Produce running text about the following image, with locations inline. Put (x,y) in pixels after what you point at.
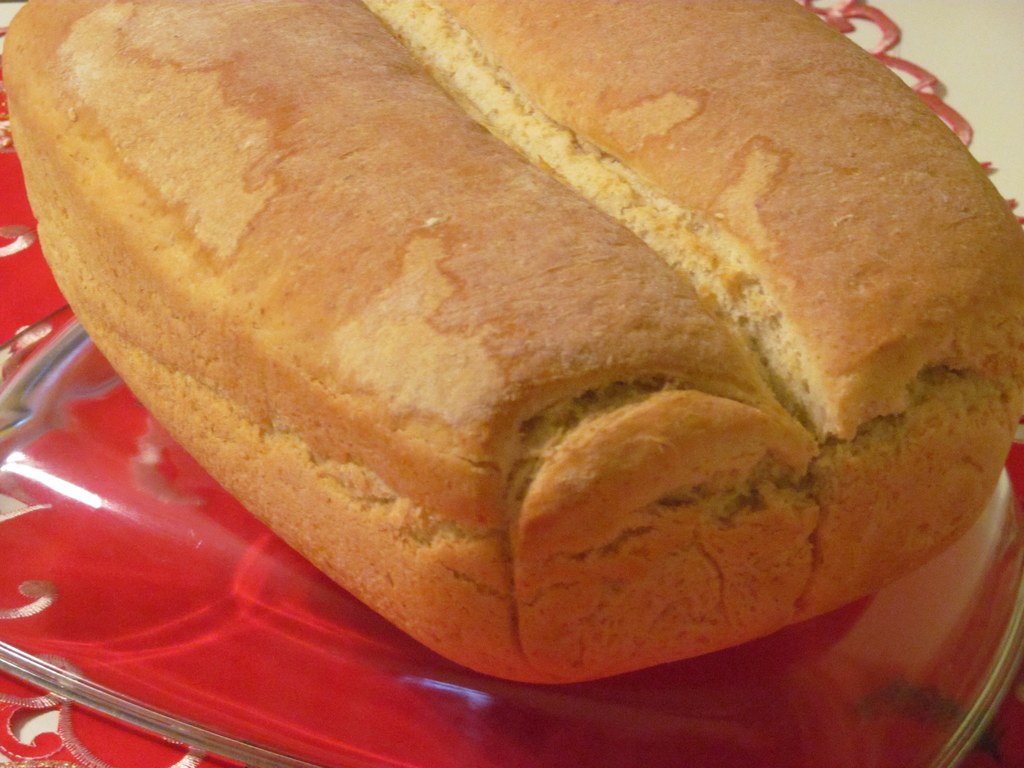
In this image we can see a bread (891,344) on the red surface (61,448).
